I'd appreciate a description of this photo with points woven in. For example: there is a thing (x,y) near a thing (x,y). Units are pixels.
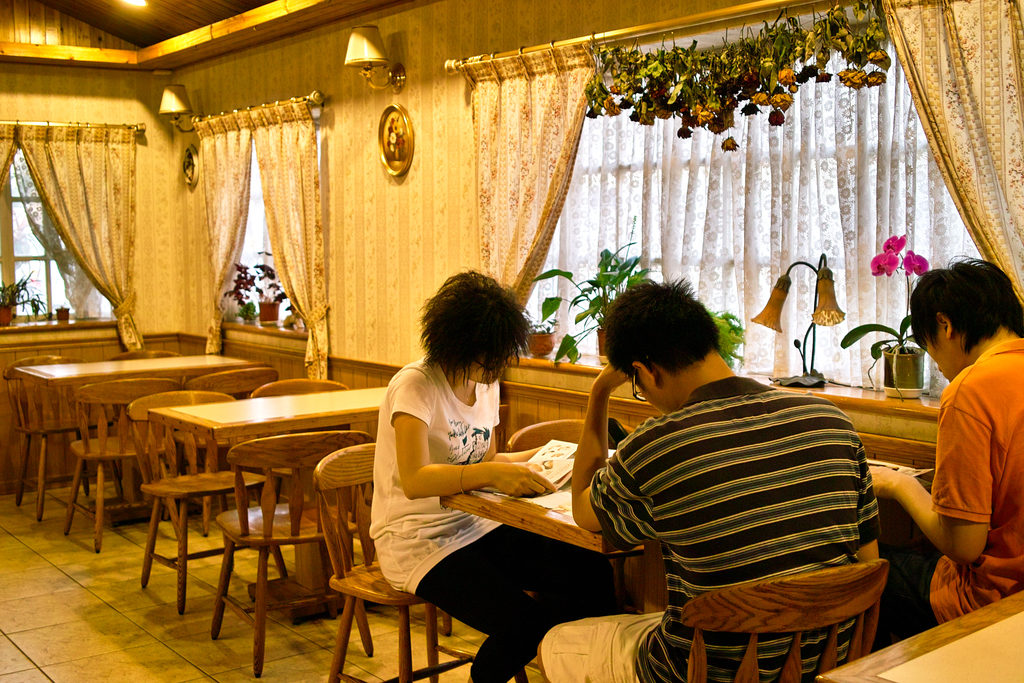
This picture is clicked inside a restaurant (149,610). There are many tables (205,409) and chairs (294,504). Three people (730,511) are sitting on chairs (367,532) at a table (569,532). Beside to them there is a lamp (779,306), air purifier plants (608,286), house plants (896,365) and flowers (890,267). On the wall (427,158) there are picture frames (397,148) and wall lamps (184,99). In the background (427,56) there is wall (450,38), window (266,241) and curtain (296,224).
